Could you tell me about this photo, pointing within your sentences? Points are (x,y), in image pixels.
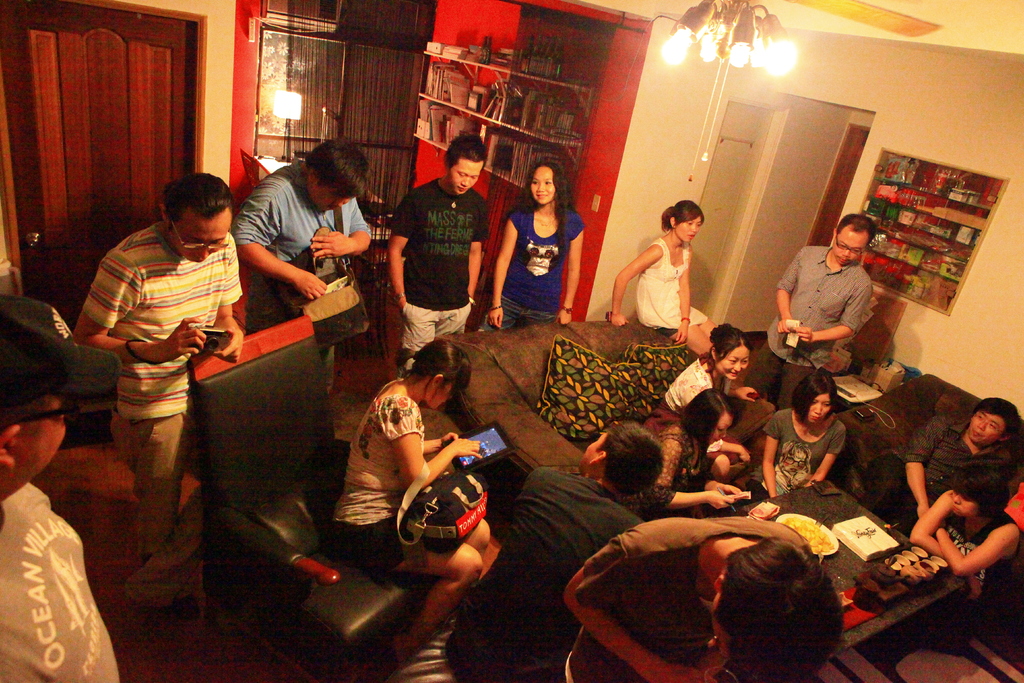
In this picture I can observe few people (48,640) in the room (486,246). Some of them are sitting on the sofa (852,478). In the background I can observe shelf (442,56). In the top of the picture (681,46) I can observe lights (724,58).
